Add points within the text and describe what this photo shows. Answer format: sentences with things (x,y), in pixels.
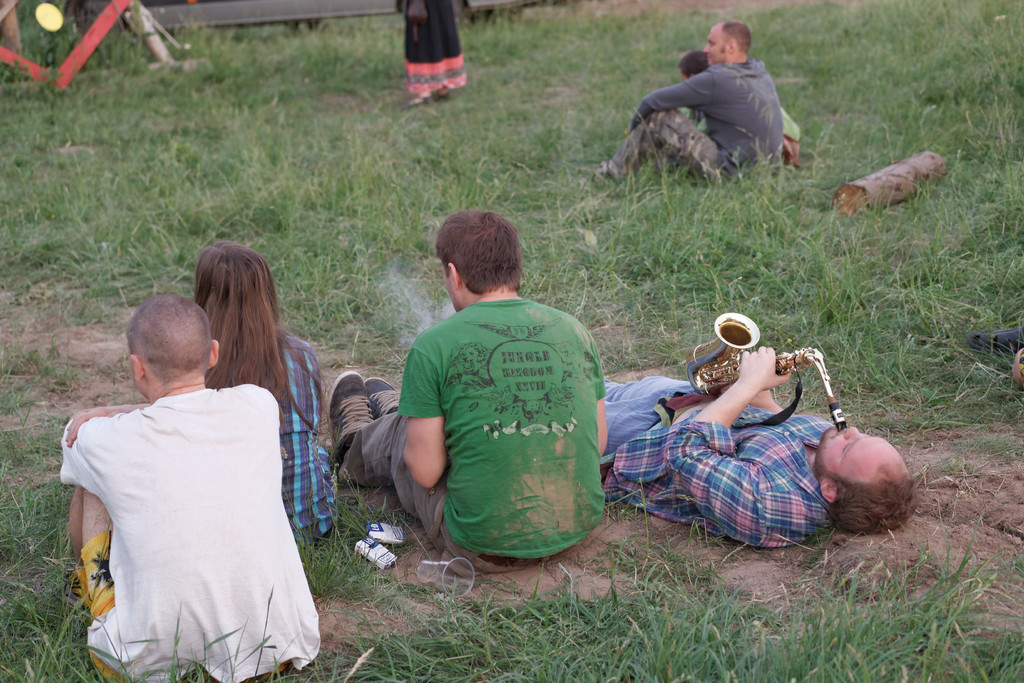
In this image we can see some people (242,385) sitting on the grass (383,608). And we can see a musical instrument (713,368) in one of their hands (748,365). And we can see the glasses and some other objects (877,198) on the grass (662,202).
